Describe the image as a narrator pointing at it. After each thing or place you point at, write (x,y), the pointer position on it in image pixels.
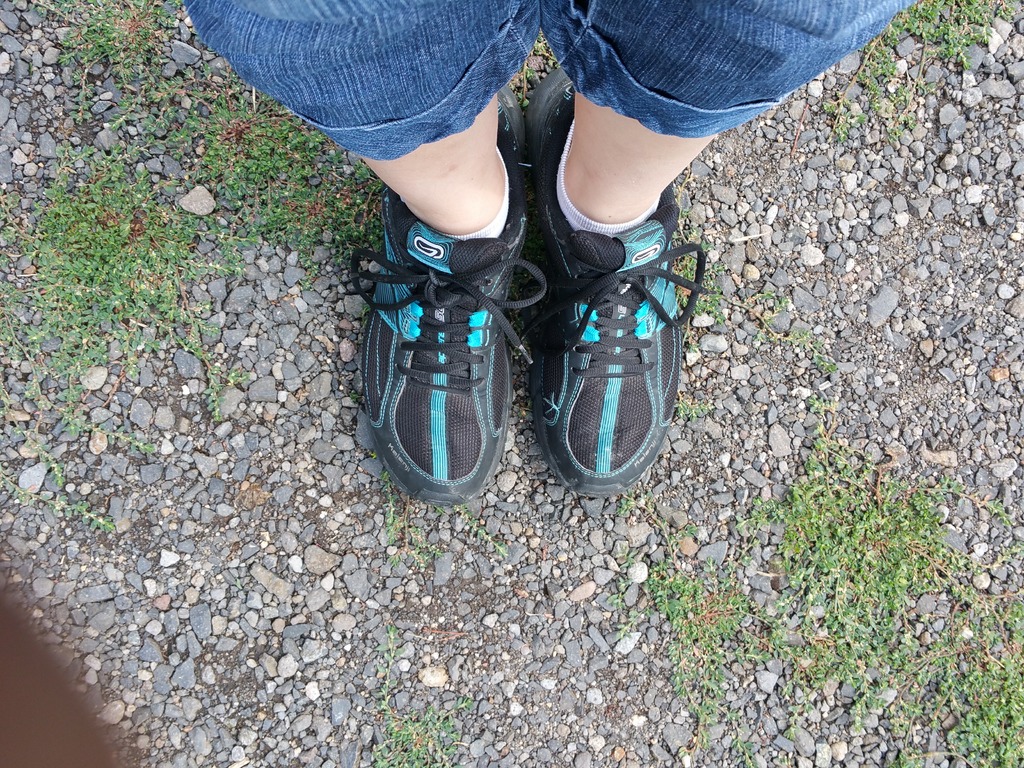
In the foreground of this image (464,187), on the top (455,91), there are two legs (619,131) of a person's (541,336) wearing shoes (561,361) is standing on the land (723,326). Around legs (476,173), there is grass (120,243) and many stones (881,279).
